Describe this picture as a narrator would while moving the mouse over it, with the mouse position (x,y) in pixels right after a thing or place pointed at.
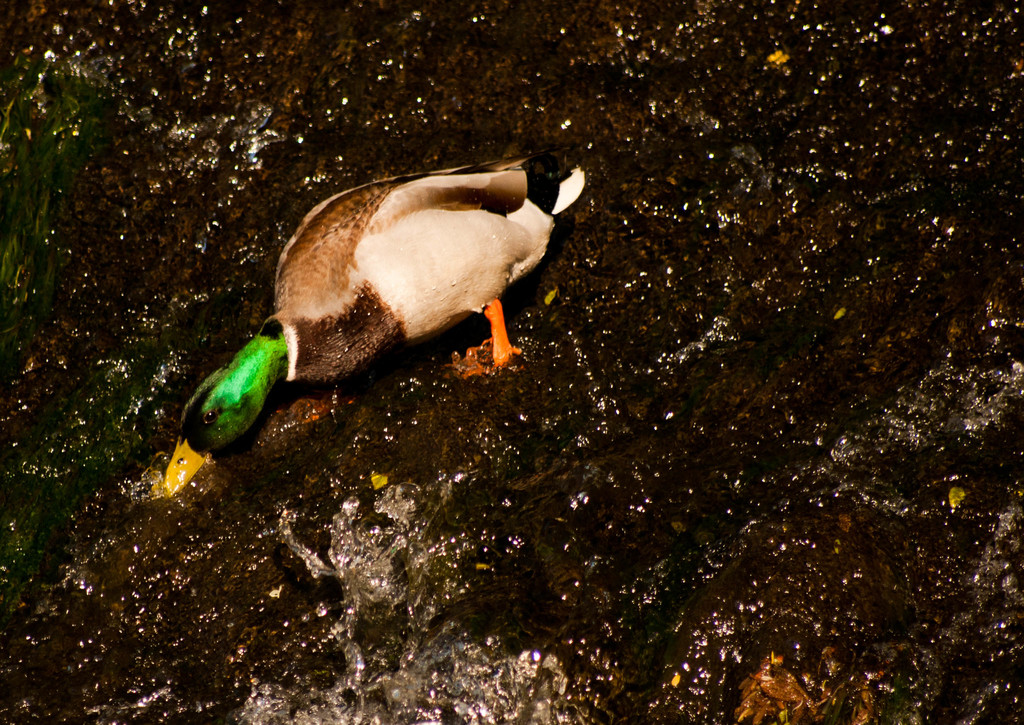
In this image there is a bird (188,468) eating something in the water (86,432).
